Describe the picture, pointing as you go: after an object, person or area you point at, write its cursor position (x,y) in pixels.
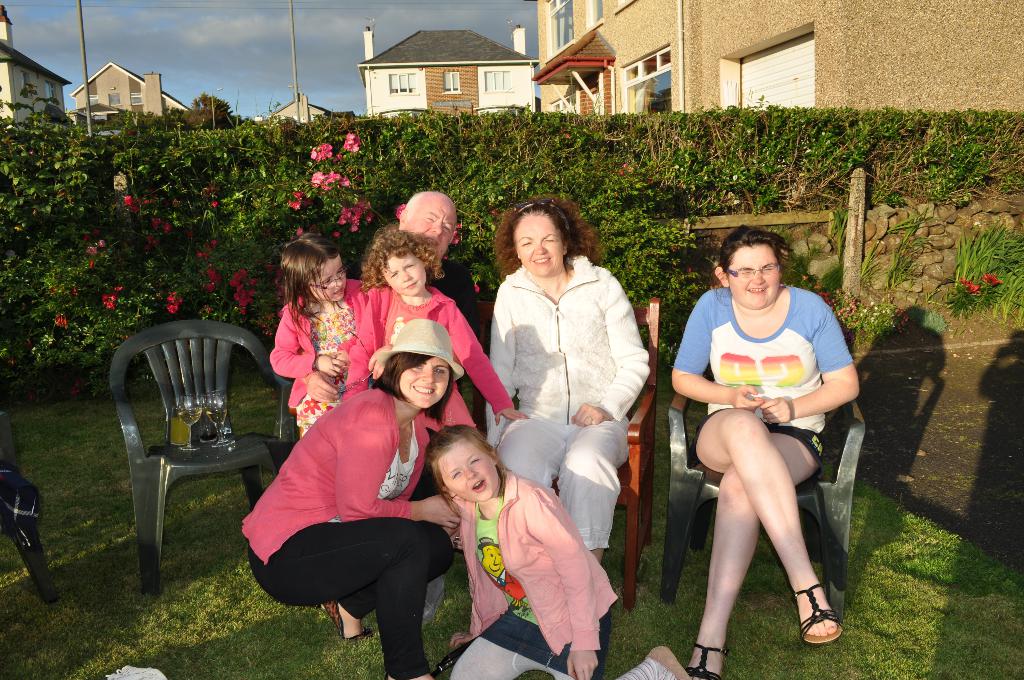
This people (398,585) are sitting on the ground (440,631) while this people (594,339) are sitting on the chairs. We can see glasses (180,443) placed on chair (187,460). In the background (91,226) we can see shrubs (135,219), buildings (929,78), clouds (344,76) and sky (194,84).
